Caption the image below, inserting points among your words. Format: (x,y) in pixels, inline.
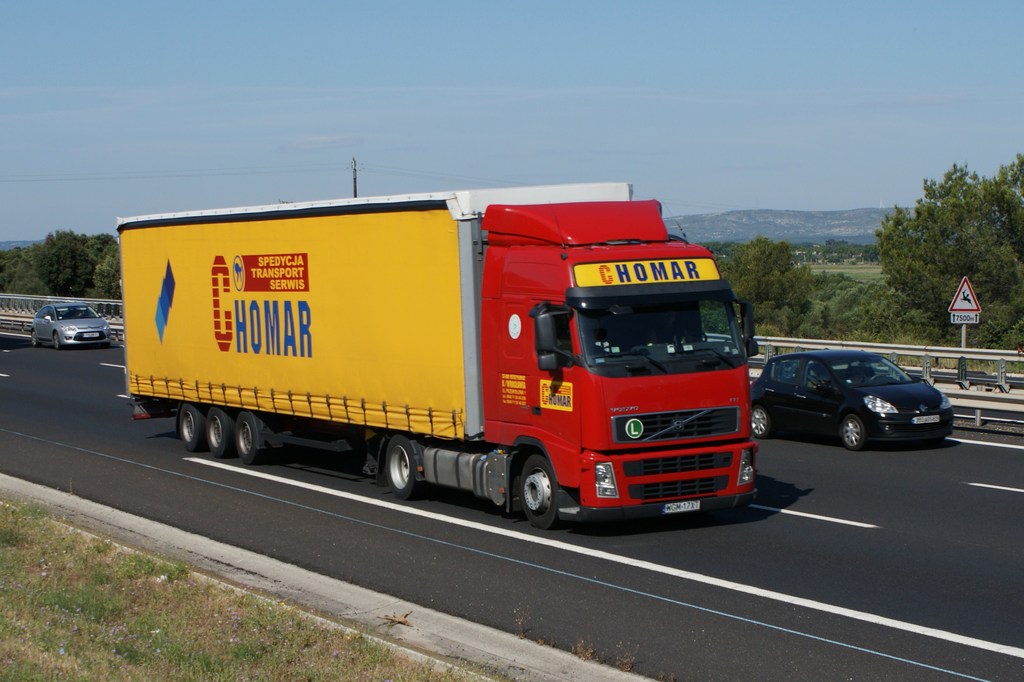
In this image we can see a few vehicles (431,425) on the road (477,524), there are some trees (956,334), poles (965,325), sign boards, railing (959,356), grass (139,588) and mountains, in the background (275,86) we can see the sky (268,111).
